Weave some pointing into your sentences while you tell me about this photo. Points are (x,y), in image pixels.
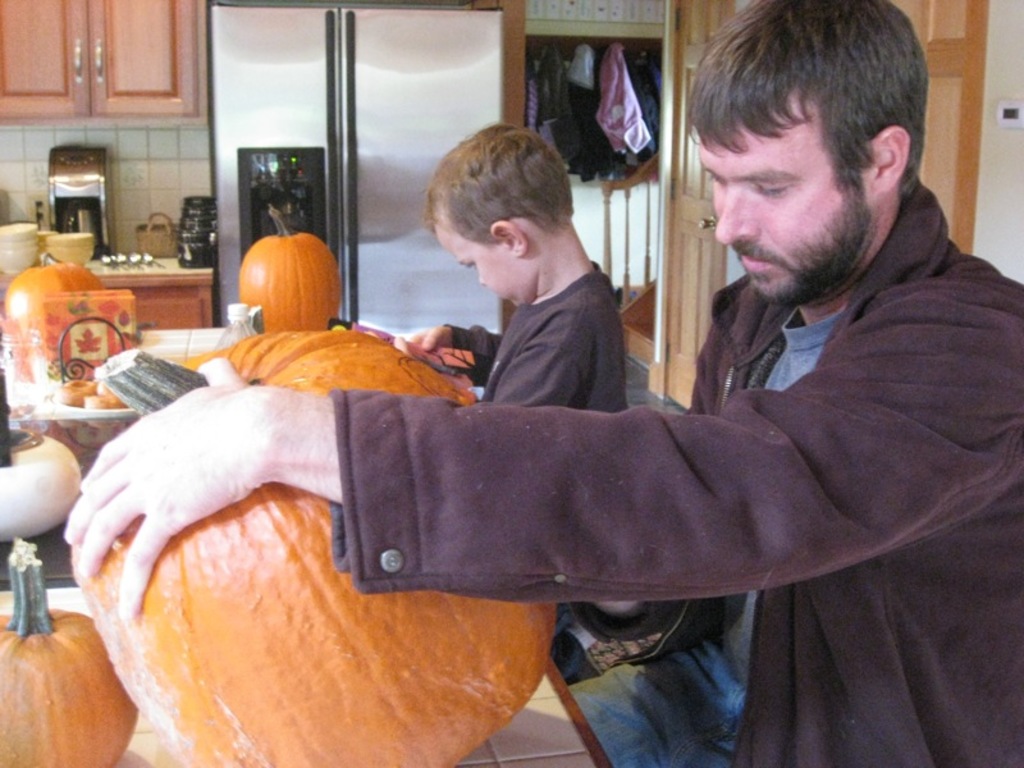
In the image in the center (575,326) we can see two persons (590,425) one is holding a pumpkin (434,634). In the background (392,107) there is a wall (146,178), fridge (229,137), door (708,223), table (185,273), basket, machine (67,160), bowls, cupboards (20,11), clothes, utensils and few other objects (245,275).
